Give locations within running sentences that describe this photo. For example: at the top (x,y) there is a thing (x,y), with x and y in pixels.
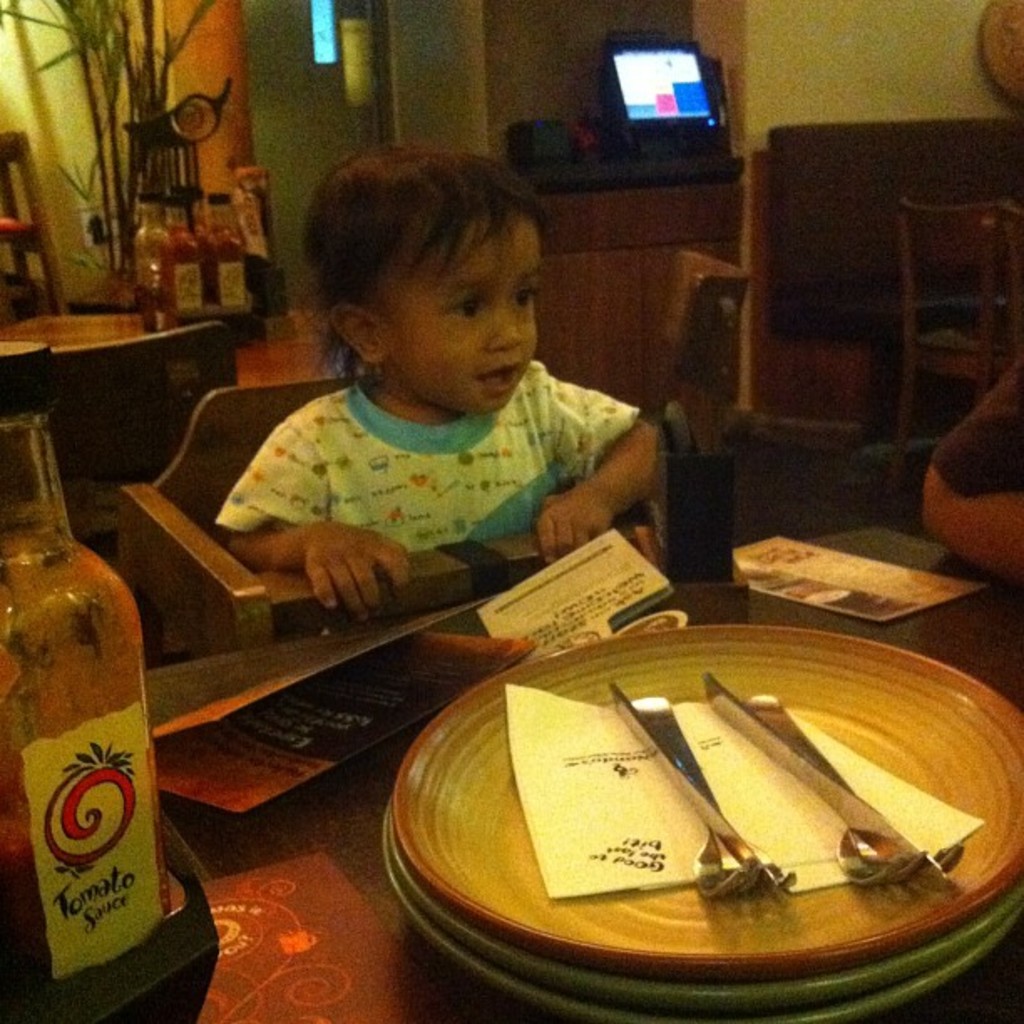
In this room (499,733) we have plates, tissues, knives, forks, a bottle (99,875), paper card (273,778) on a table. There are also few chairs (218,493) and tables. In the background (640,97) we can see a monitor (672,80), wall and a plant (150,52). Here a kid (388,518) is sitting in this chair (314,603).
